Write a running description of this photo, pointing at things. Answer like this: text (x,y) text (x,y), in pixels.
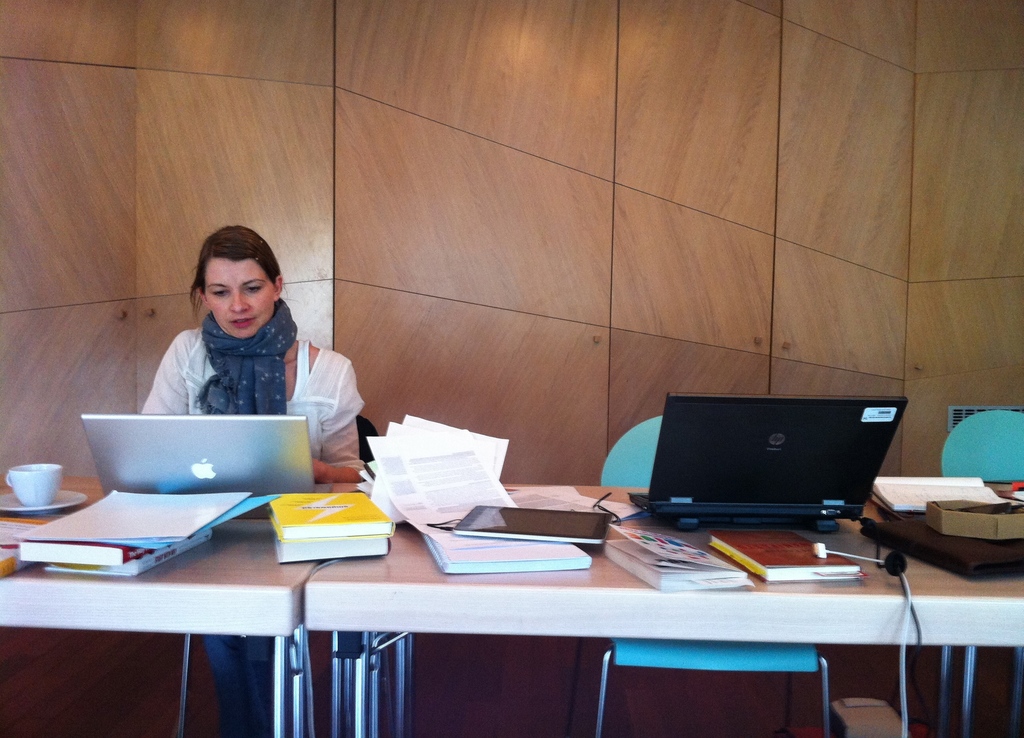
As we can see in the image there is a women (266,402) sitting on chair (366,456) and there is a table (370,623) over here. On table (276,552) there are laptops (277,492), books (389,535), papers (459,516) and tablet (486,514).
